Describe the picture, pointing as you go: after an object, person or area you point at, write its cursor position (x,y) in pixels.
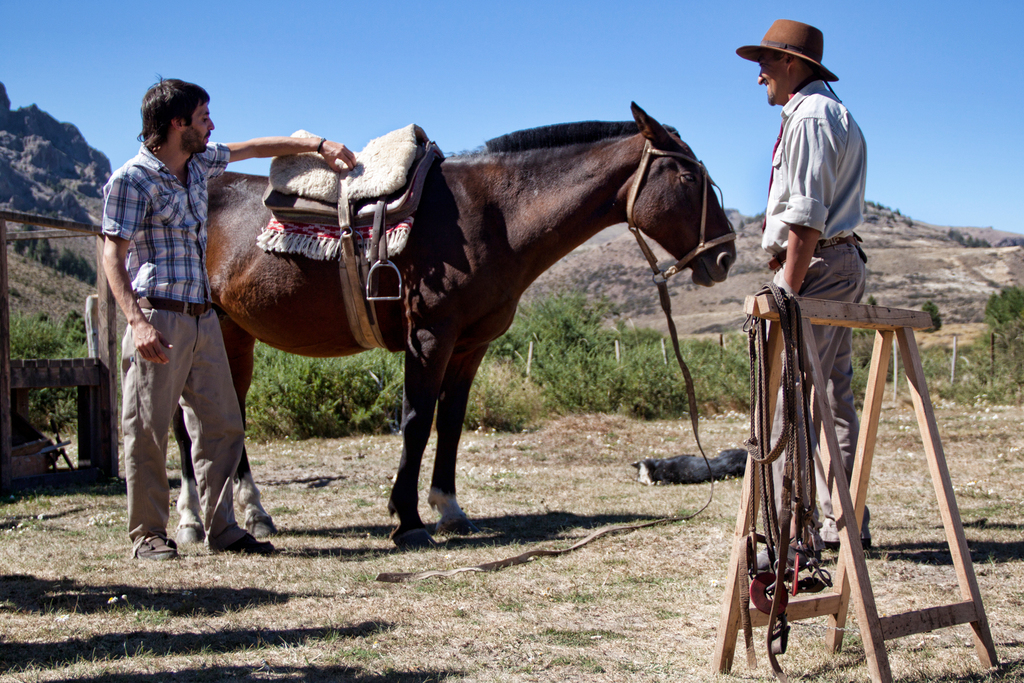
In this image, two peoples (202,446) are standing near horse (414,254). On right side (815,355), we can see wooden stand (886,339) and some belts (802,523). On left side (108,404), there is a wooden poles (71,361). And the background (920,240), There is a mountain (914,253) we can see, few plants (554,349) and sky (552,112). And right person (810,99) is wearing a hat (797,51) on his head (799,73).
